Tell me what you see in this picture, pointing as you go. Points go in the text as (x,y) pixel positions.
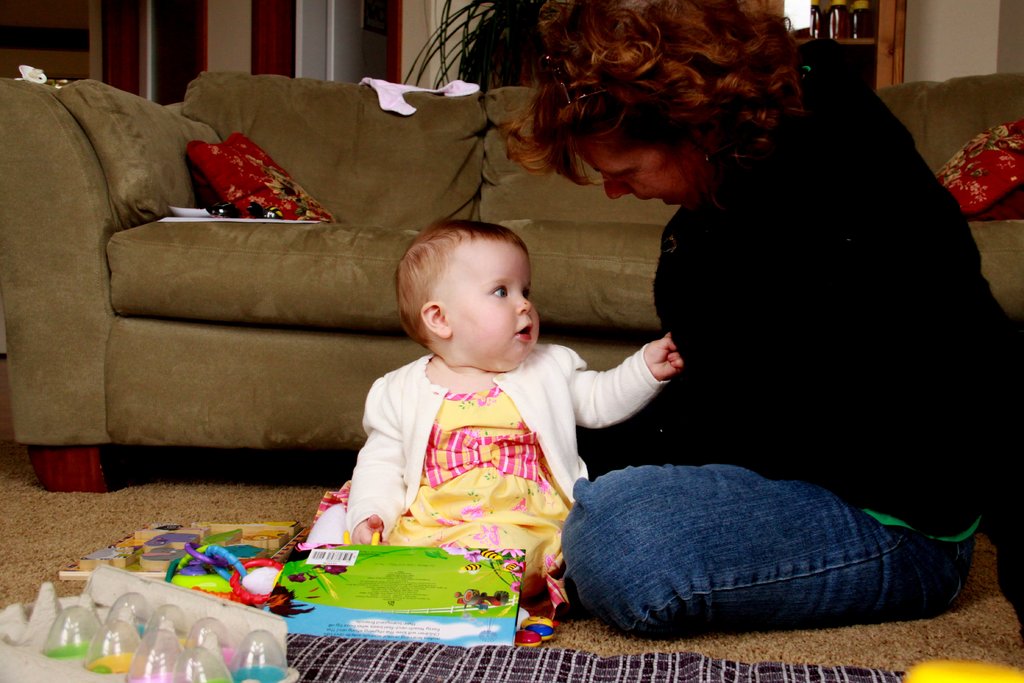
At the bottom of the image (710,502) on the floor (853,654) there is a lady (811,441) with black jacket (800,454) is sitting. Beside her there is a baby (464,378) with white jacket (425,406), yellow and pink frock (470,450). In front of the baby (534,563) there are few toys (223,545). Behind them there is a sofa (924,113) with pillows (989,171) and few white color items (436,98). In the background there is a wall (909,1).
